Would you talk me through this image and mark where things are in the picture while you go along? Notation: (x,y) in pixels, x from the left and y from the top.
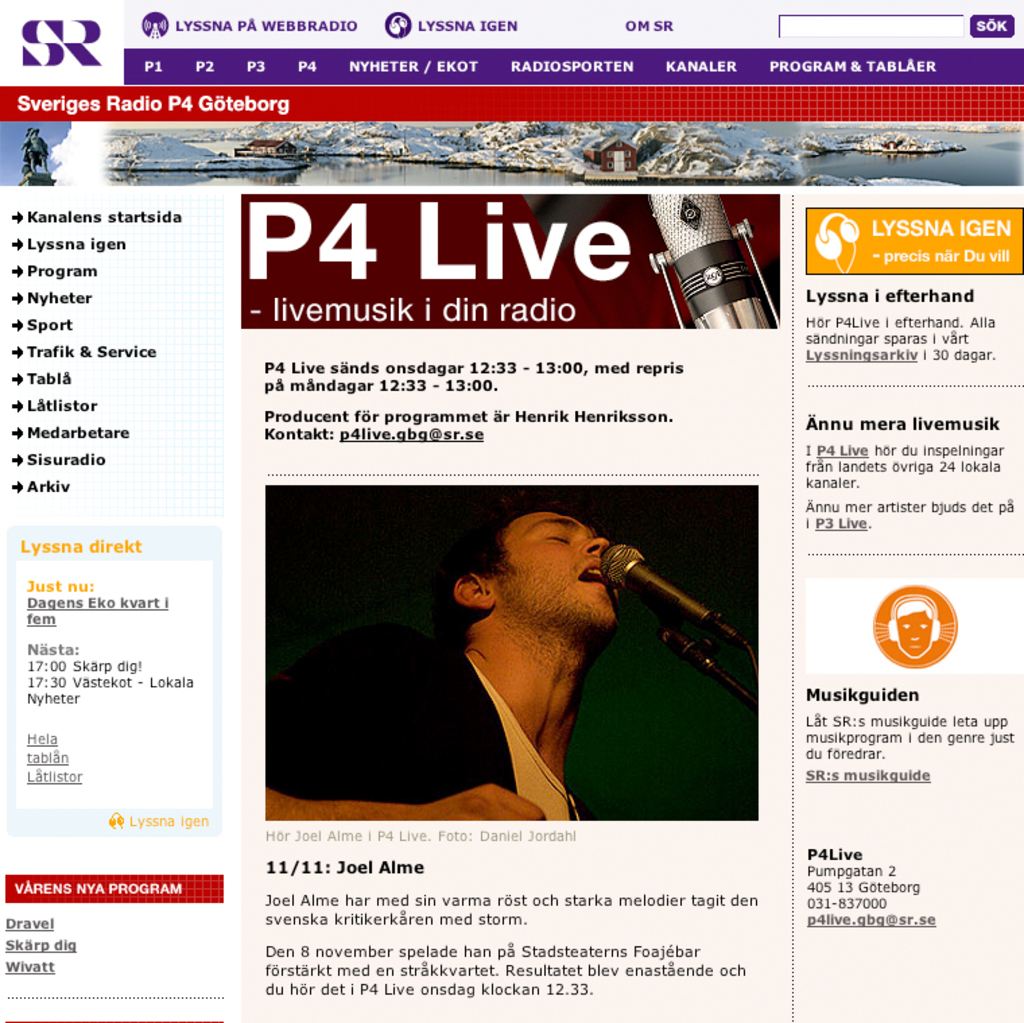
This is a web page. In the center of the image (533,621) we can see a person (579,605) is singing, in-front of him we can see a mic (664,581). At the top of the image (497,164) we can see the mountains (502,151), houses (285,151), water (362,162), statue (43,159). In the background of the image (664,311) we can see some logos (823,208) and text (301,304).
